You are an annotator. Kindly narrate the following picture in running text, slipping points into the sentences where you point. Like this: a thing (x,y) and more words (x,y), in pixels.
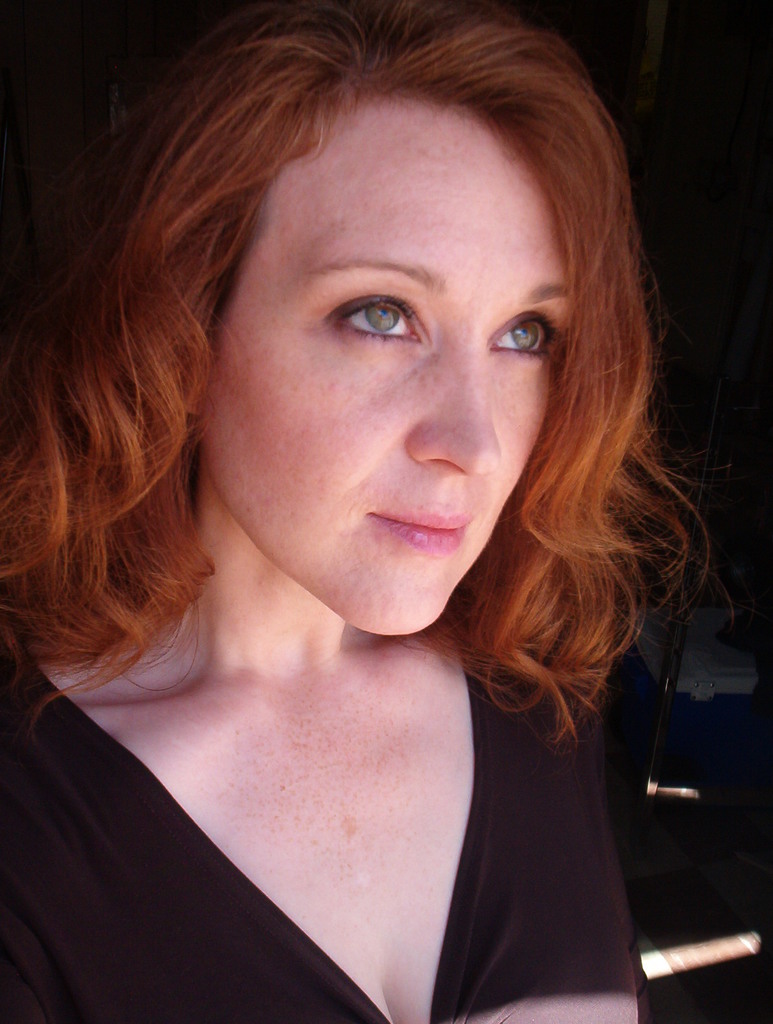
In front of the image there is a person (463,908). On the right side of the image (623,735) there is a metal rod (663,791) and a box (711,720) on the floor (648,912).
